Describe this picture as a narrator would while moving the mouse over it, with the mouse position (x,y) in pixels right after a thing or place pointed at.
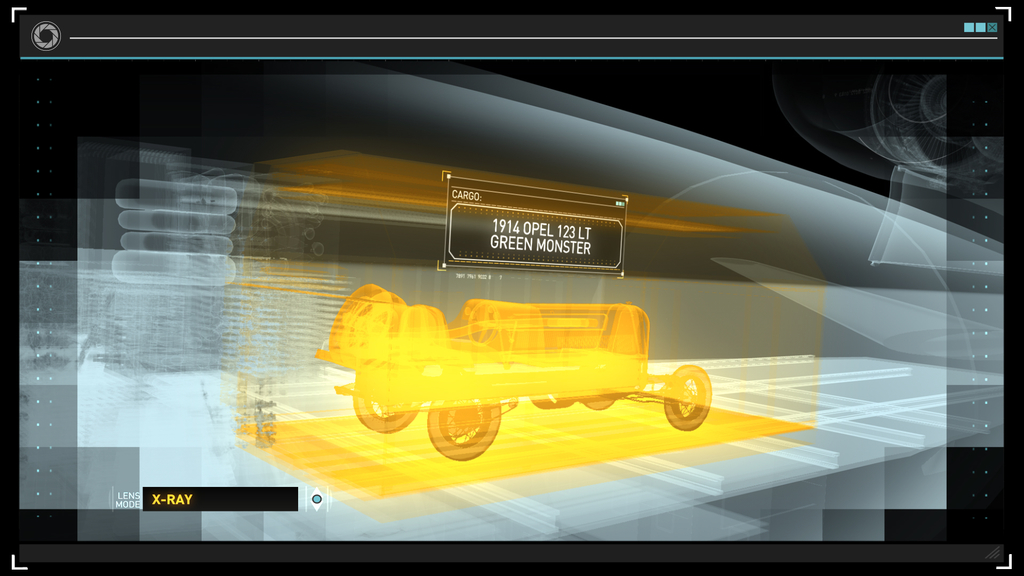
In this image I can see x-ray screen (294,312), in the screen (294,329) I can see a vehicle (456,436) in gold color and the background (679,156) is in gray and black color.
